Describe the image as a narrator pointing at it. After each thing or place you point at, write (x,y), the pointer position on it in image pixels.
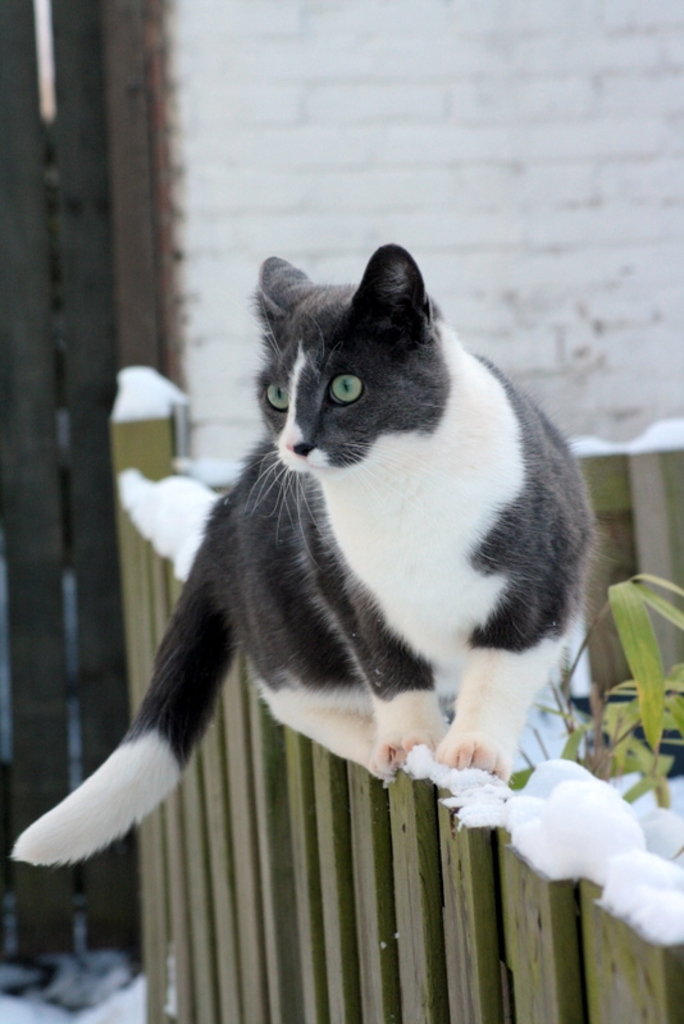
In this picture I can see there is a cat (247,527) sitting on the fence (271,797) and there is snow (571,829) on it and in the backdrop (89,149) I can see there is a door (26,241) and a wall (296,168).
